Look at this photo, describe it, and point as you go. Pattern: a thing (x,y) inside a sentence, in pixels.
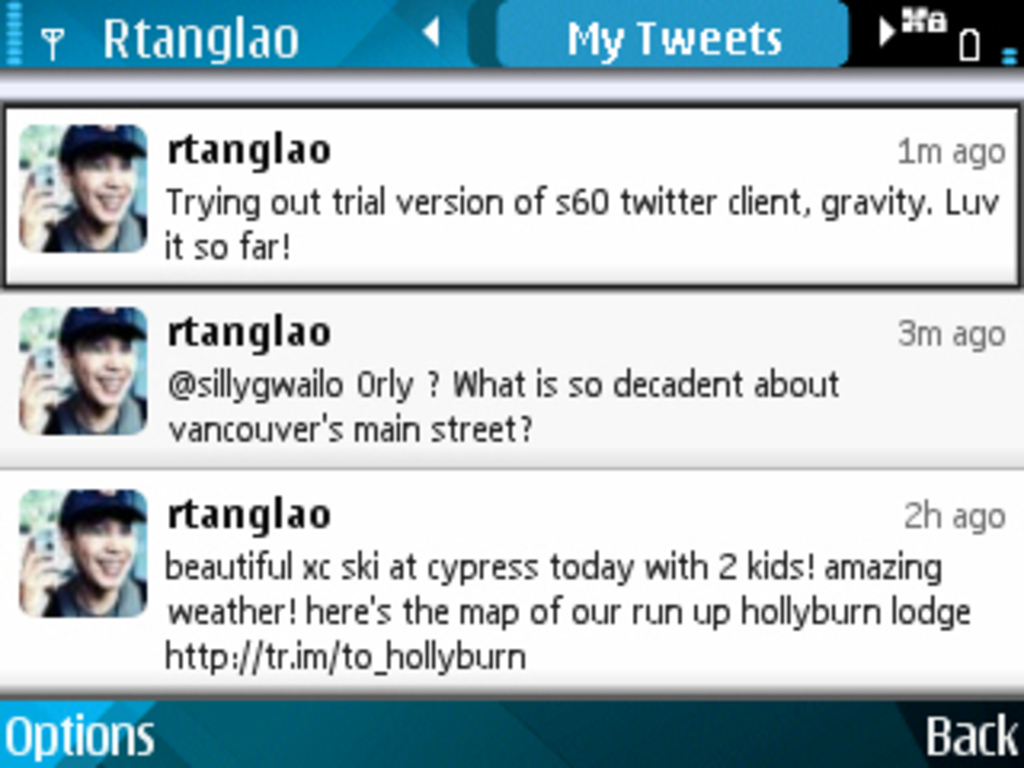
On the bottom left (135,745), there is a text (103,724). On the top left (157,36), there are a text (220,32) and symbols (44,35). On the bottom right (933,741), there is a text (953,756). On the top right (711,29), there are symbols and a text (696,23). On the left side (124,139), there are three images (135,166). Beside these three images (127,543), there are texts (261,216) in the boxes (476,442).
